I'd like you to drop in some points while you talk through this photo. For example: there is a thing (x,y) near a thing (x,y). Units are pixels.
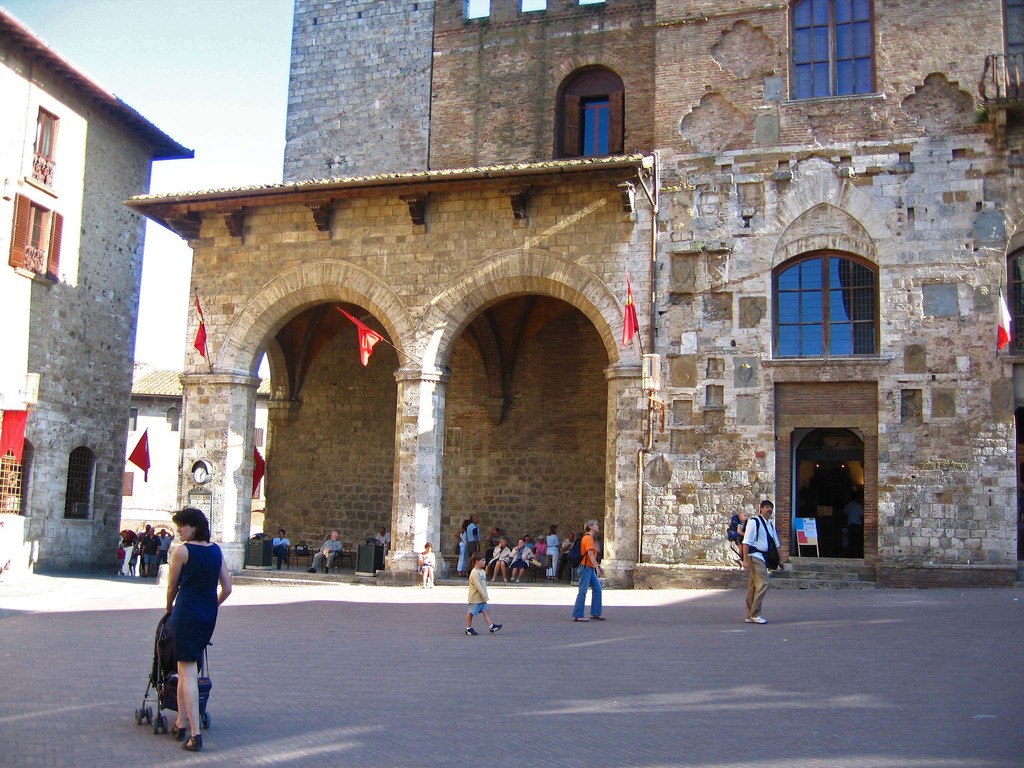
In this image we can see group of people (183,634) standing on the floor (387,656). One woman (204,586) wearing blue dress (191,608) is holding a baby carrier (169,691). In the background (481,351), we can see a building (470,317) with group of flags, windows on it. To the left side of the image (117,523) we can see a building (87,420) group of people (164,551) standing and some people (493,571) sitting on chairs (541,568) and the sky (232,93).
